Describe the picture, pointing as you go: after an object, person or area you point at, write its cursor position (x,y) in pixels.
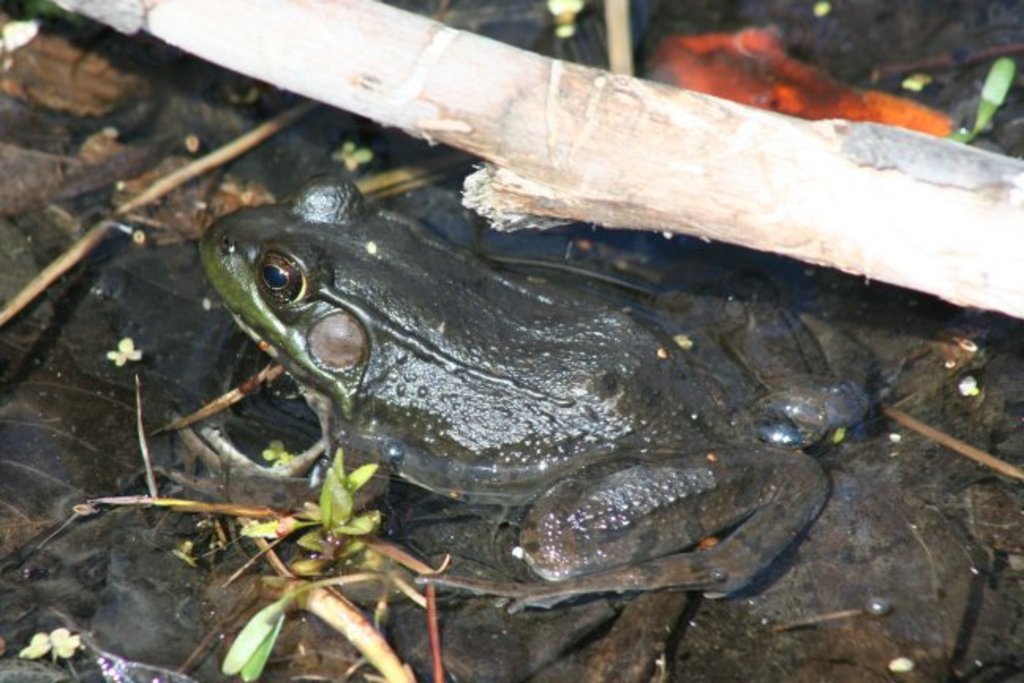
In this image there is frog (479,326) on leaves (845,458) on top of the frog (456,264) there is a stem (1006,224).
